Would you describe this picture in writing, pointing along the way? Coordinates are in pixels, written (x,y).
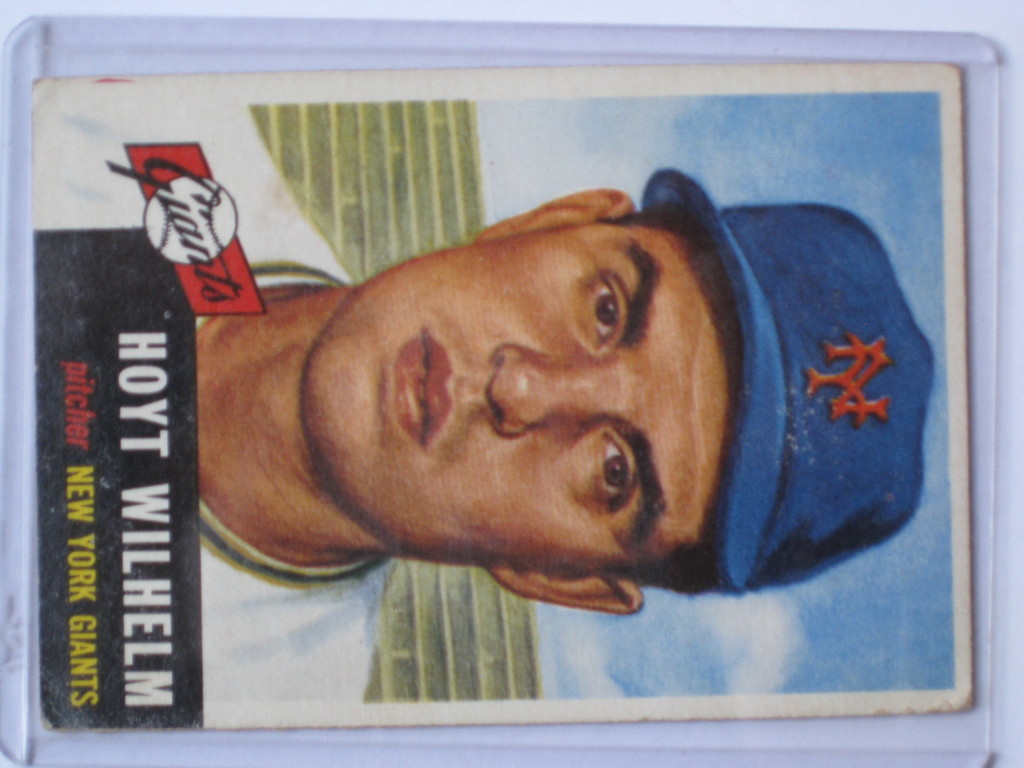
In the picture I can see face (474,450) of a person (516,397) who is wearing hat (755,331) and there is something written in the left bottom corner (113,584).
